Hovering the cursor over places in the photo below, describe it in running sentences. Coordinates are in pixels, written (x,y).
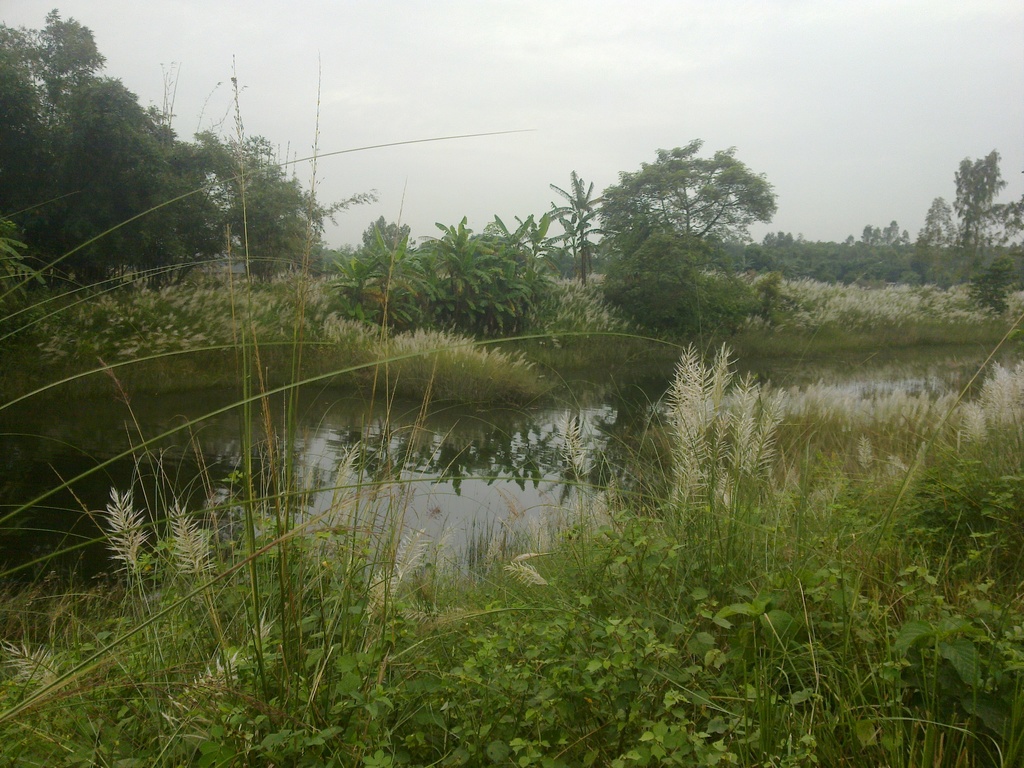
In this picture I can see number of plants (469,345) and trees (372,251) and in the middle of this picture (536,467) I can see the water (947,365). In the background (541,98) I can see the cloudy sky (611,104).
